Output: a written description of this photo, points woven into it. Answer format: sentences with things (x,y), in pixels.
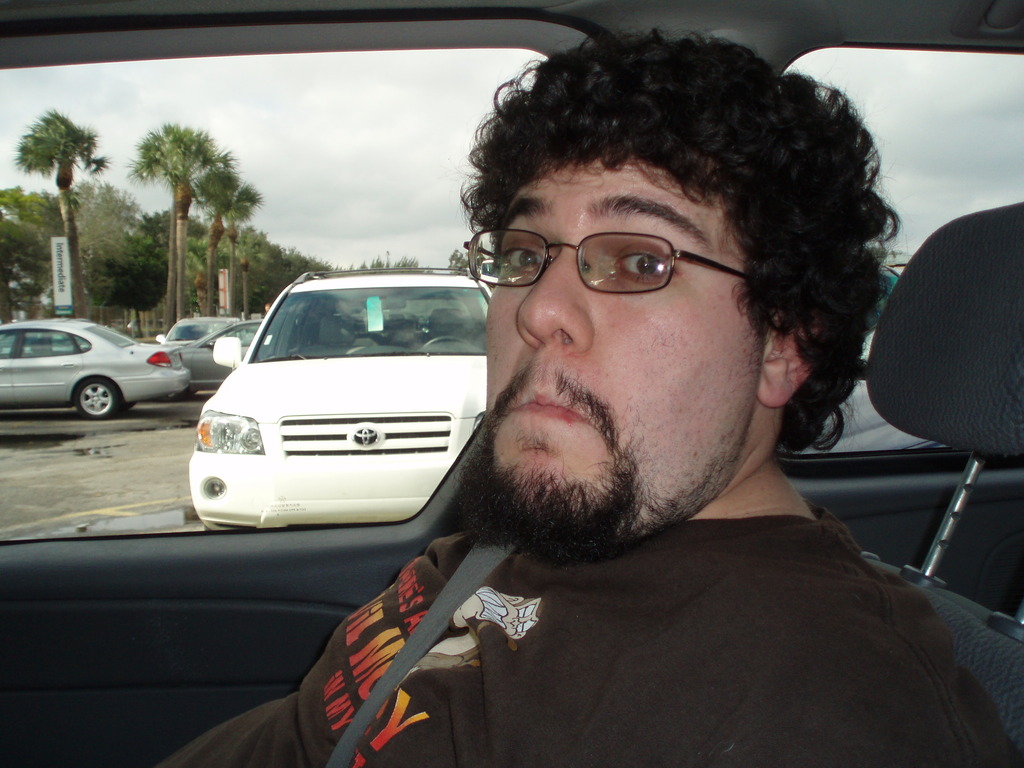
This image is taken inside a car (542,2). In this image a man (601,106) is sitting in the car (251,662) and through the window (274,227) of the car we can see few vehicles (297,380) and at the background (116,174) there is a sky (290,214) with clouds (361,202) and there were many trees (232,268).
